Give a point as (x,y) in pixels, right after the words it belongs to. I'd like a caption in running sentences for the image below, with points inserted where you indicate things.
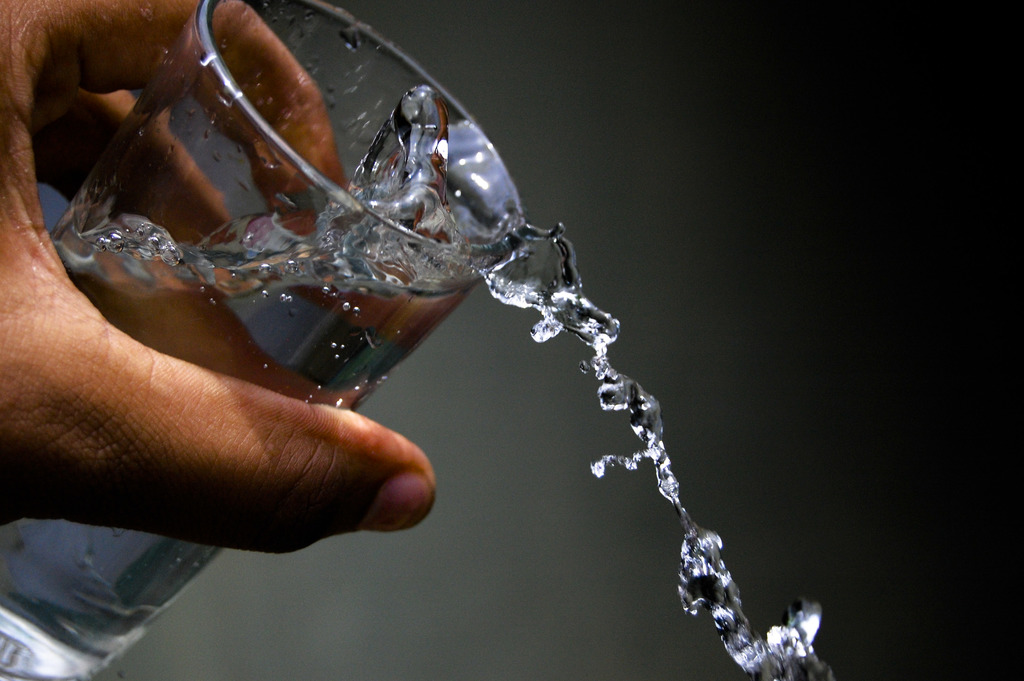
In this picture we can see a person hand (32,328), which is holding a glass (202,198) of water (407,207), from the glass (202,198) few water (524,296) is falling down.
